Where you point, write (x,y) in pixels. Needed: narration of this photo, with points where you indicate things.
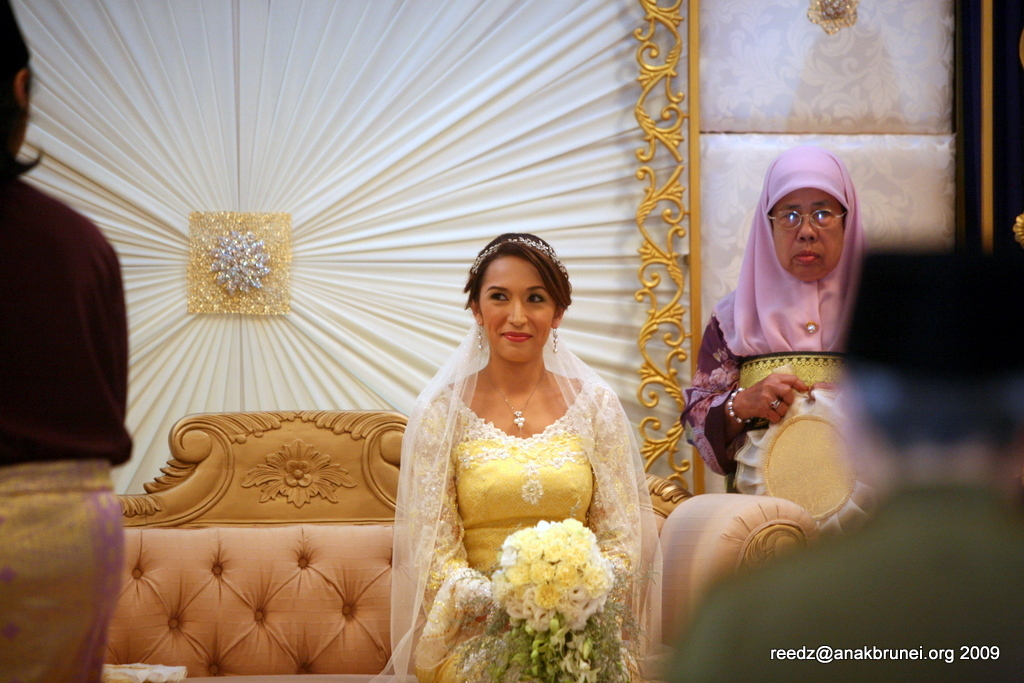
In this image there are four person's (41,243), a person (537,333) sitting and smiling, on the couch (379,566) by holding a flower bouquet (516,607), and in the background (97,9) there is a decorative cloth (614,351) and a watermark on the image.
